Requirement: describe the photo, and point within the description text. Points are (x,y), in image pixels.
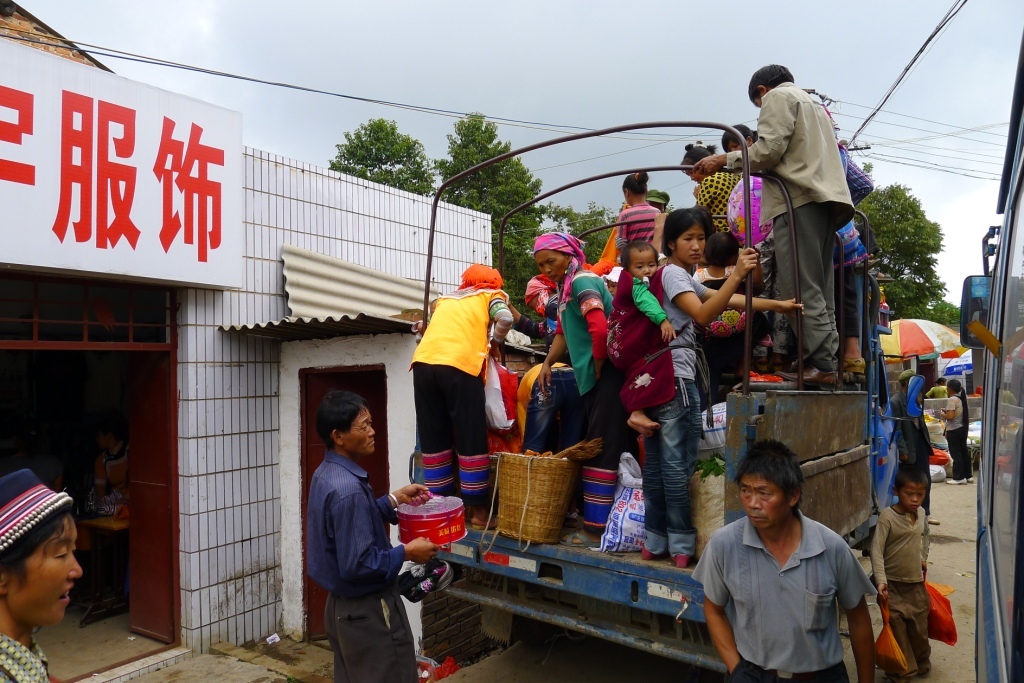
This picture is clicked outside the city. Here, we see people (522,326) standing in the blue truck (827,485). Beside that, the man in the blue shirt (352,477) is holding a red color box (432,523) in his hand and behind him, we see a building (193,347) which is in white color and we even see a white board (171,195) with some text (168,191) written on it. On the right corner of the picture (1019,352), we see a vehicle (981,525) and beside that, woman (955,394) in cream shirt (954,408) is standing under an umbrella (904,352).
